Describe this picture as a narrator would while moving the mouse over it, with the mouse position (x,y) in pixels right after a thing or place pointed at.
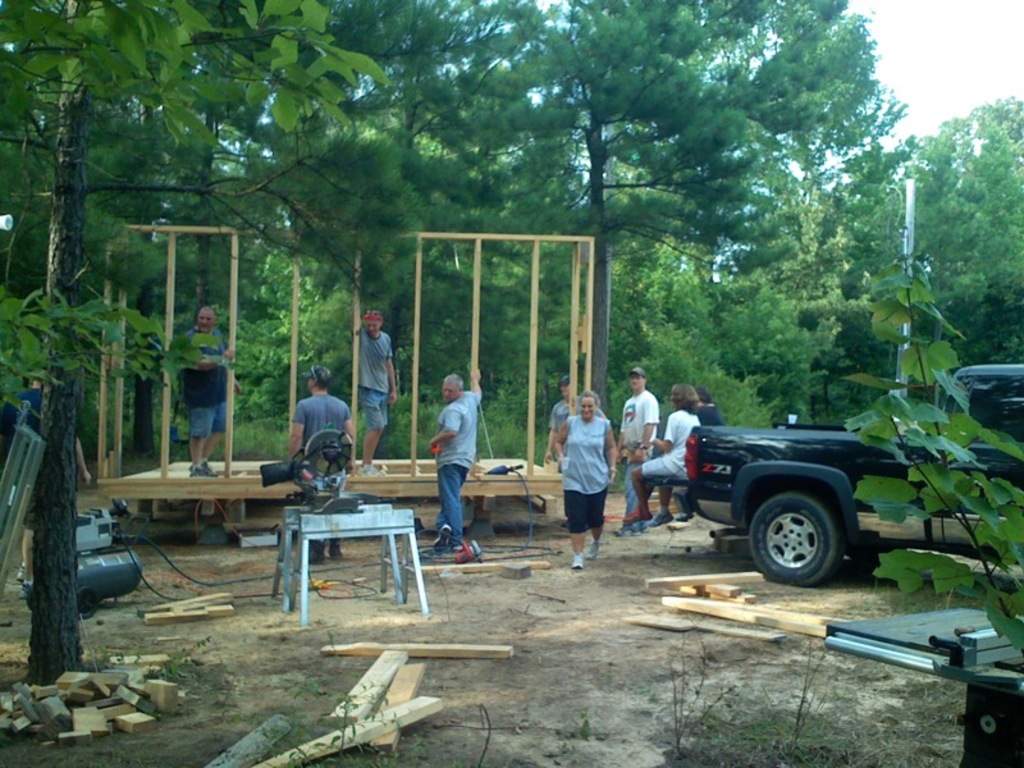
Here in this picture we can see some people (598,545) standing on the ground (545,596) and some of them are standing on the wooden stage (389,480) they are preparing over there and we can see number of wooden blocks (162,685) present on the ground (381,605) over there and we can also see a cutting machine (292,467) present in the middle (409,511) on the table (336,524) over there and on the right side (705,487) we can see a vehicle (741,507) present over there and we can also see plants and trees (734,383) present all over there and we can see some people (295,435) are wearing caps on them over there.
